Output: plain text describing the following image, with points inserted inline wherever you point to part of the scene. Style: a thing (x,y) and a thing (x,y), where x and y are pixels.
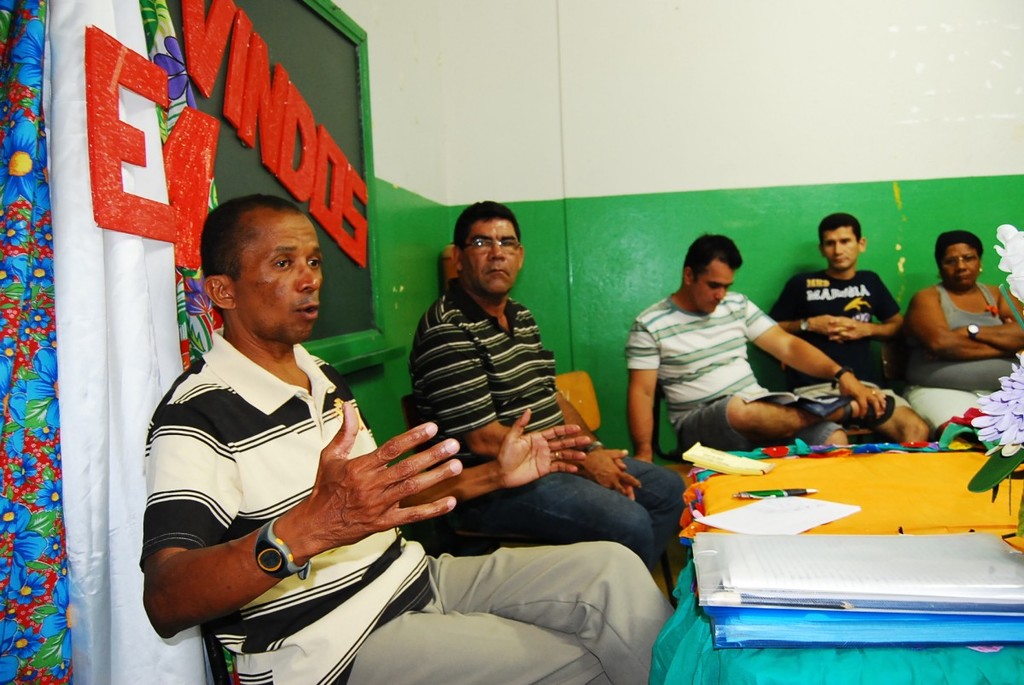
This people (675,328) are sitting on a chair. In-front of them there is a table (933,680), on table (816,684) there are files (750,587), paper (797,518) and pen (789,491). This is a blackboard (342,65). This are curtains (80,205). Wall (649,103) is in white and green color.
